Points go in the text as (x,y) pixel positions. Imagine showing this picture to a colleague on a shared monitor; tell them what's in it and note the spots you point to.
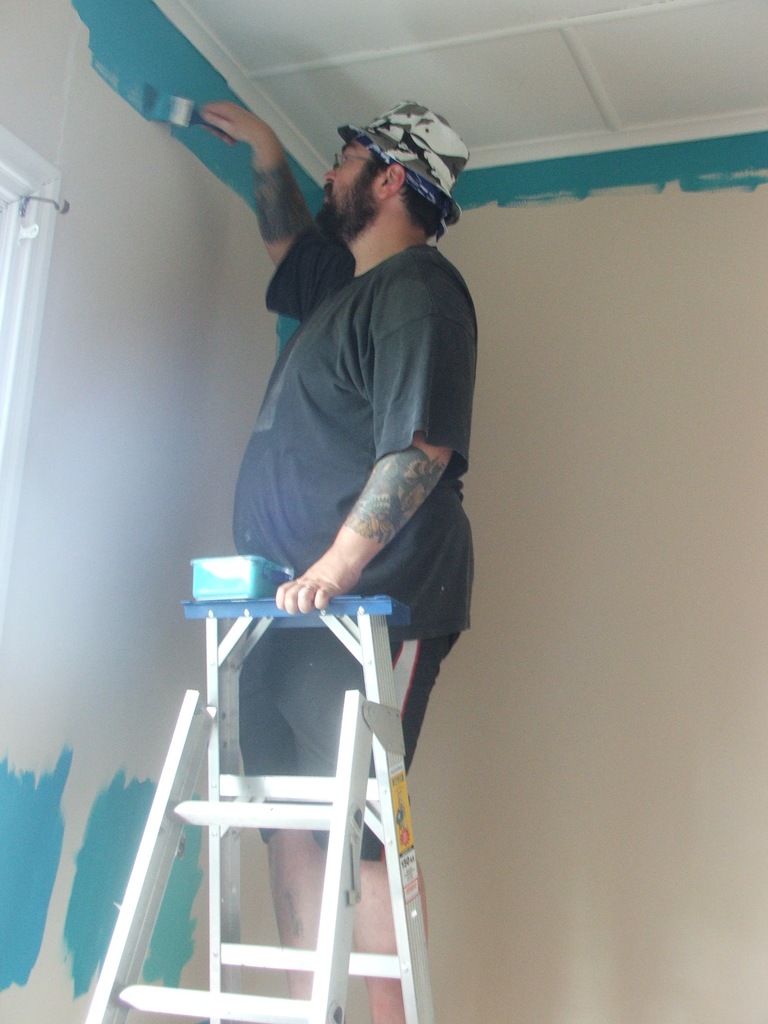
In this image, in the middle (288,389) there is a man (333,368), he wears a t shirt (360,471), shorts (274,746), hat (426,173), he is painting with a painting brush (180,122). At the bottom (270,1006) there is a ladder (262,782), on that there is a box (256,594). In the background (637,539) there is a wall (638,403).
